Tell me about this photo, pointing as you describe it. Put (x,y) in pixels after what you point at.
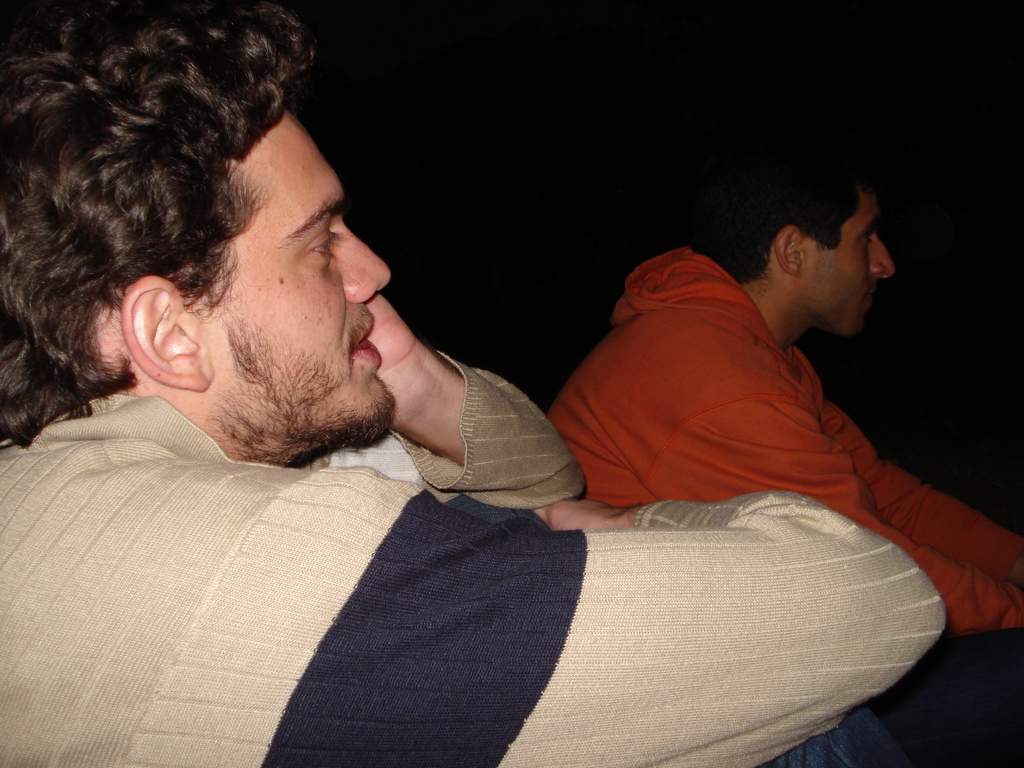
In this image I can see two men (510,385) in the front (307,414). I can see one of them is wearing sweatshirt (209,552) and another one is wearing orange colour hoodie (739,385). I can also see black colour in the background (572,221).
